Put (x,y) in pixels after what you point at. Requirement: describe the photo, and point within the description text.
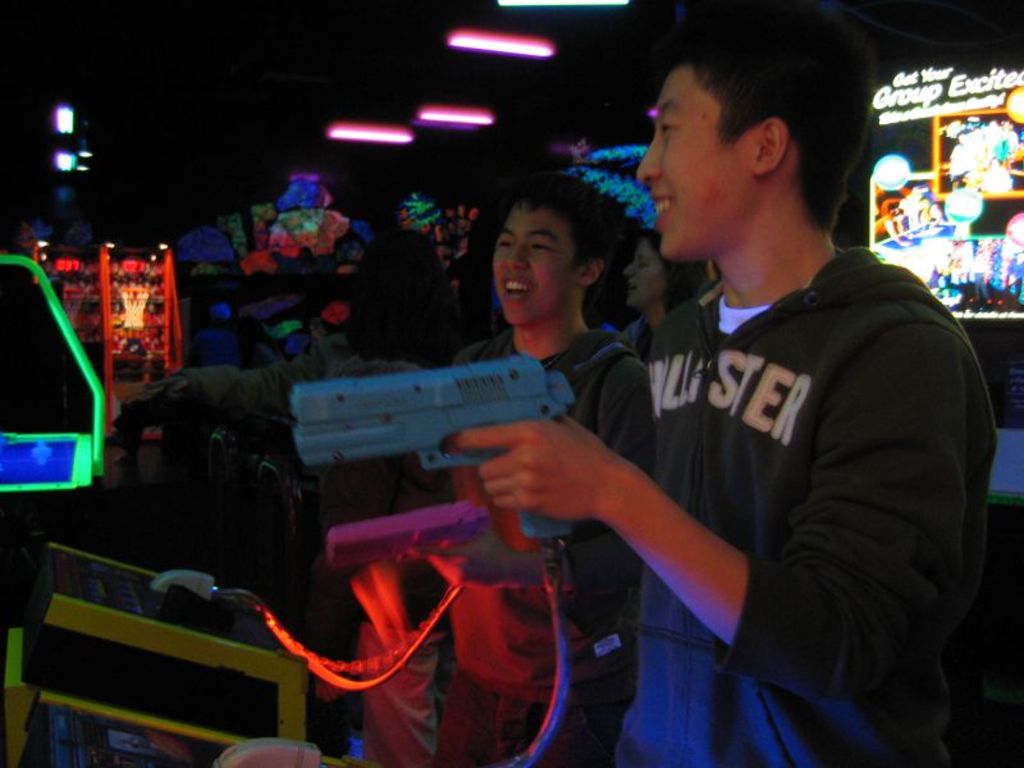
On the right side (825,171), there is a person (826,176) holding blue color gun (305,390), smiling and standing. Beside him, there is another person (546,258), smiling and standing. In the background (891,252), there are lights (424,116) attached to the roof (451,60), there is a hoarding (970,138) and there are other objects (118,288).
